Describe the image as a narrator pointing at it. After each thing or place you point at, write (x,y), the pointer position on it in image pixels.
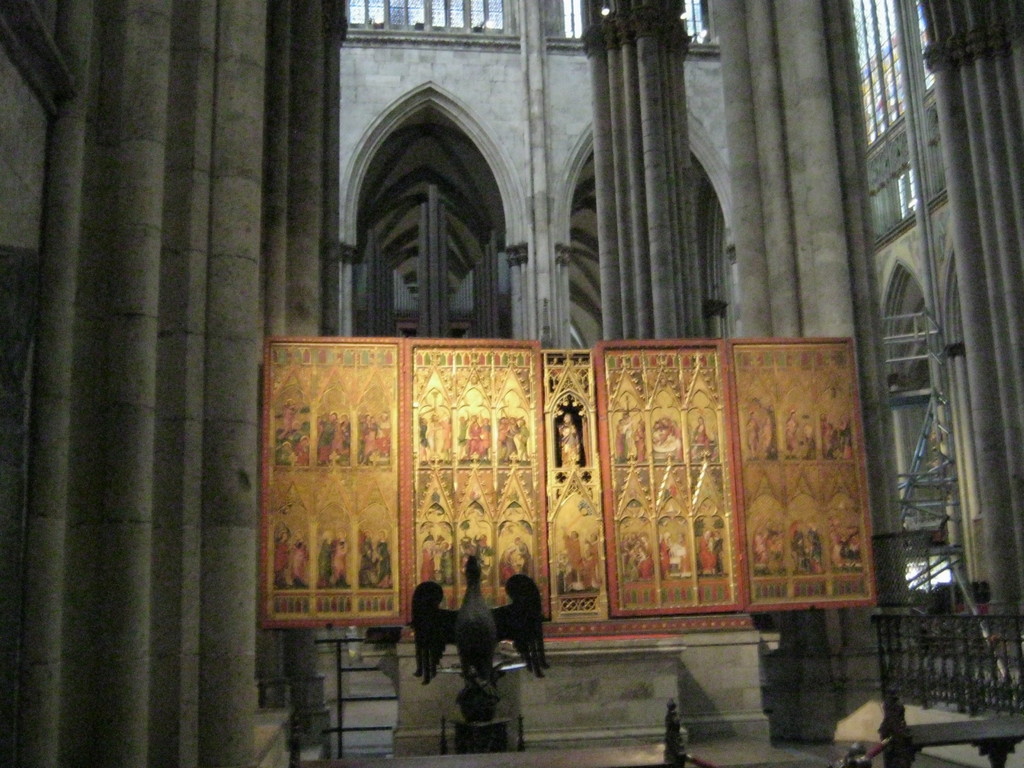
In this image we can see a statue (483,638), boards (494,452) with design (511,475), railing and few pillars (661,232) inside the building (395,656).
